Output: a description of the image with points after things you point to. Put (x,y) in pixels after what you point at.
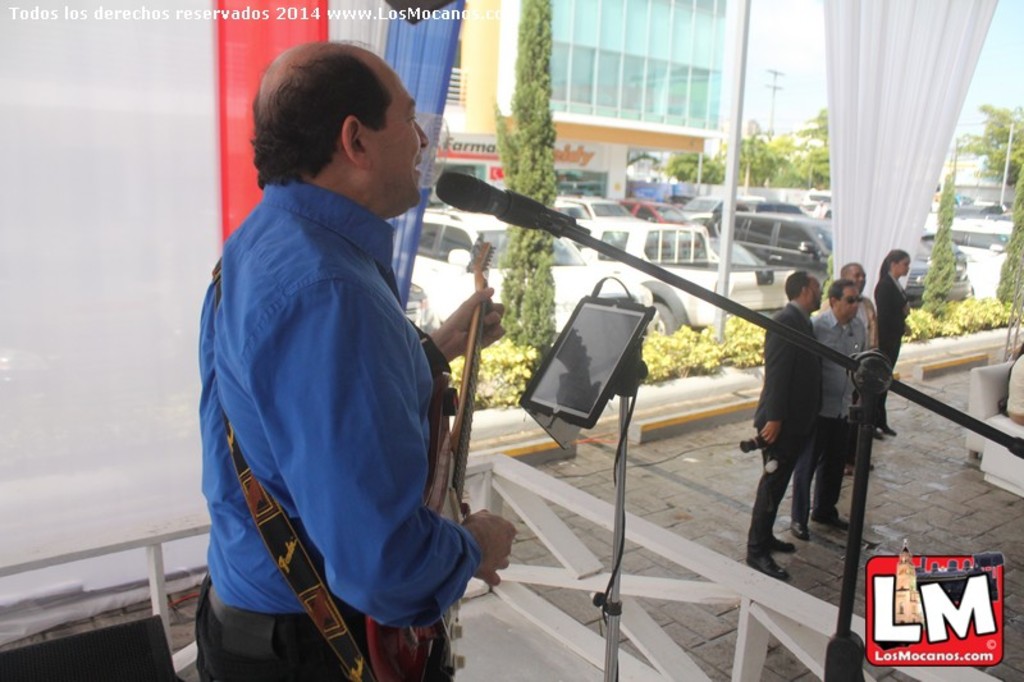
In this image in the foreground (406,155) there is a man (368,437) who is standing in front of him there is one mike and also he is playing a guitar (435,435), and it seems that he is singing. On the right side (887,300) there are four persons (795,377) who are standing and one person (774,434) is holding a camera (766,446), and in the background (88,333) there are some buildings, trees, vehicles (633,237) and some curtains (873,289). At the bottom (720,514) there is a floor (738,532).
